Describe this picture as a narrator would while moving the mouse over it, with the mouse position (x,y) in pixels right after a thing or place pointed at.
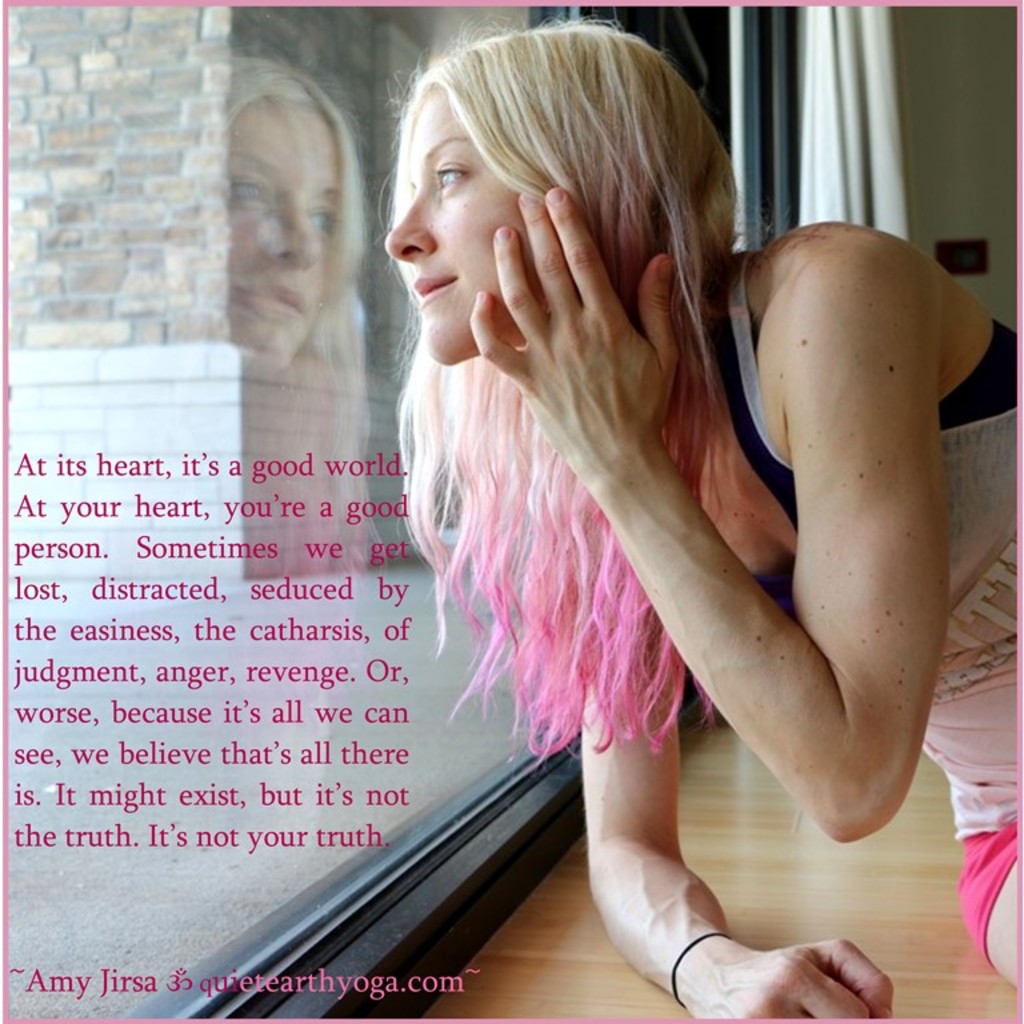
In this image, we can see a person (625,264) in front of the window (377,385). There is a text (243,610) on the left side of the image (253,635).
